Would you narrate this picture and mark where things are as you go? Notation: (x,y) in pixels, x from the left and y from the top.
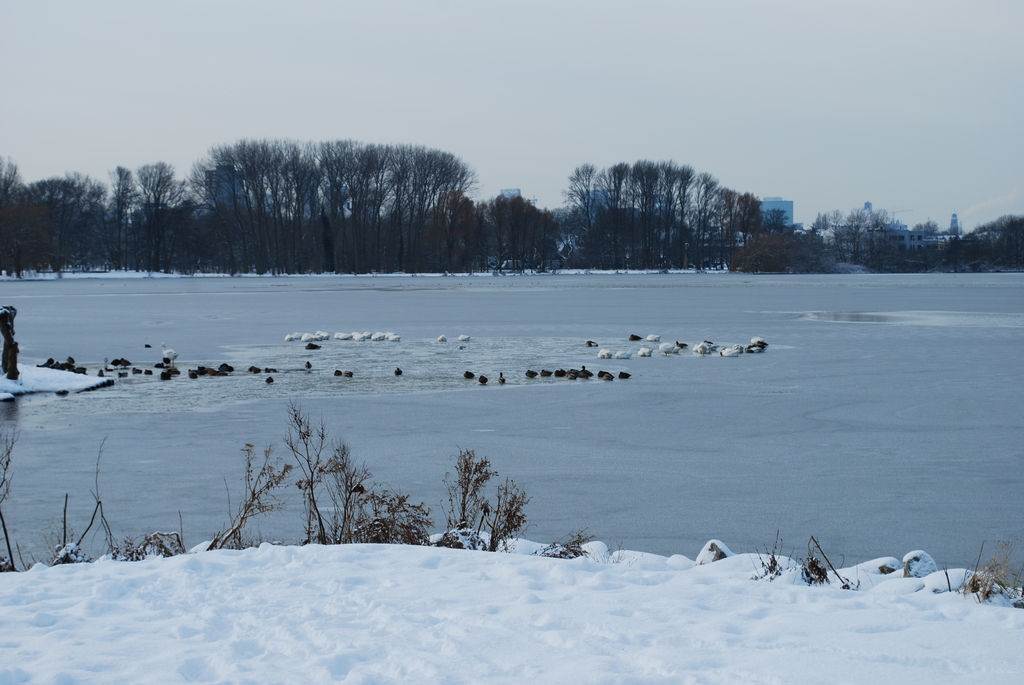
In this picture we can see plants (361,484), snow (598,564), water (431,503) and birds (60,364). In the background (169,217) we can see trees (719,212), buildings (785,211) and the sky (552,91).
